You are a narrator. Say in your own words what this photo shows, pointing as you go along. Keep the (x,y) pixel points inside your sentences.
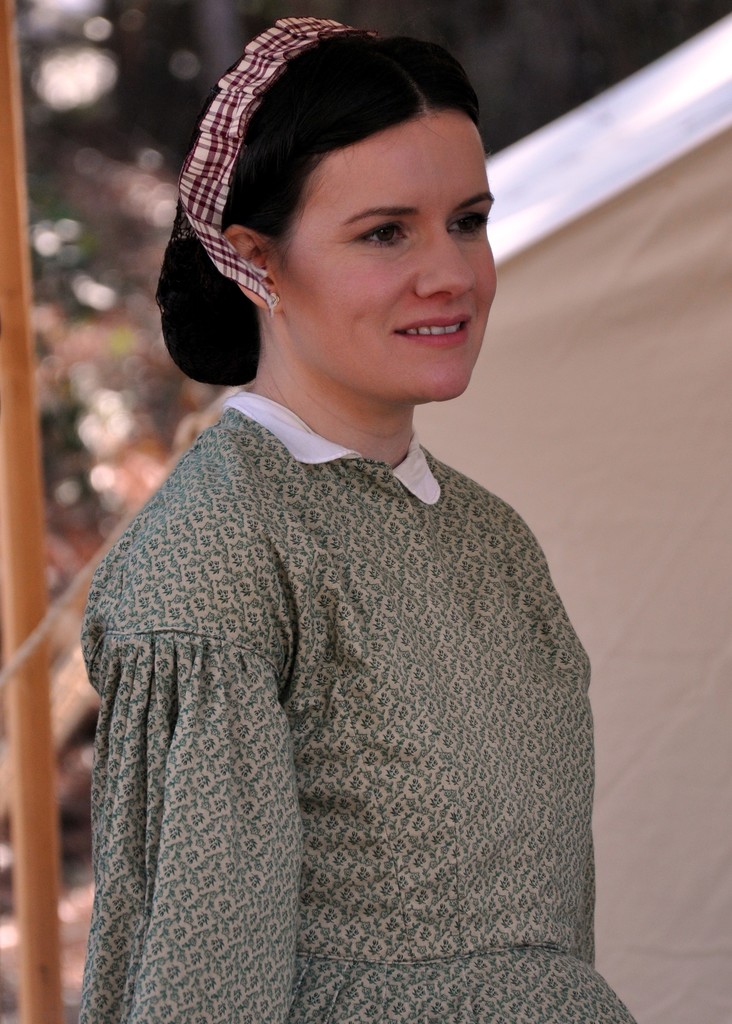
This picture shows a woman (369,486) standing with a smile (422,322) on her face (484,314) and we see a tent (622,122) on the back (717,648) and a Ribbon (226,79) on her head (281,18).
